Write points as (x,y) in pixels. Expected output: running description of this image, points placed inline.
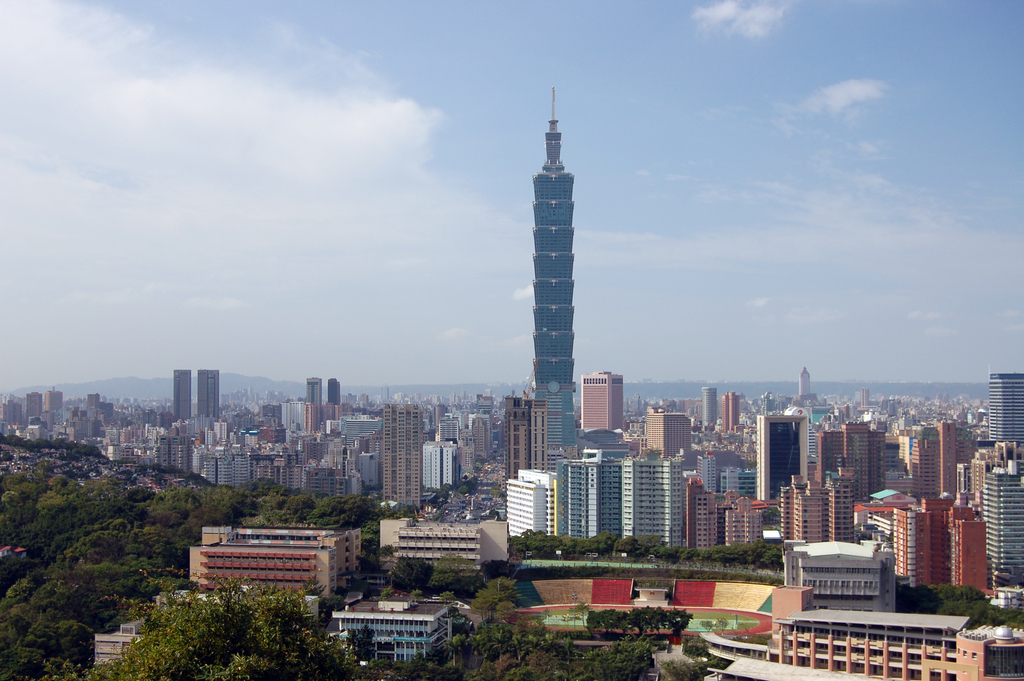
Here in this picture, in the middle (565,442) we can see a tall tower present and we can see other buildings (341,551) and houses (796,580) present all over there and we can see trees (418,595) and plants (179,655) here and there and we can see clouds (347,196) in sky (368,196).
